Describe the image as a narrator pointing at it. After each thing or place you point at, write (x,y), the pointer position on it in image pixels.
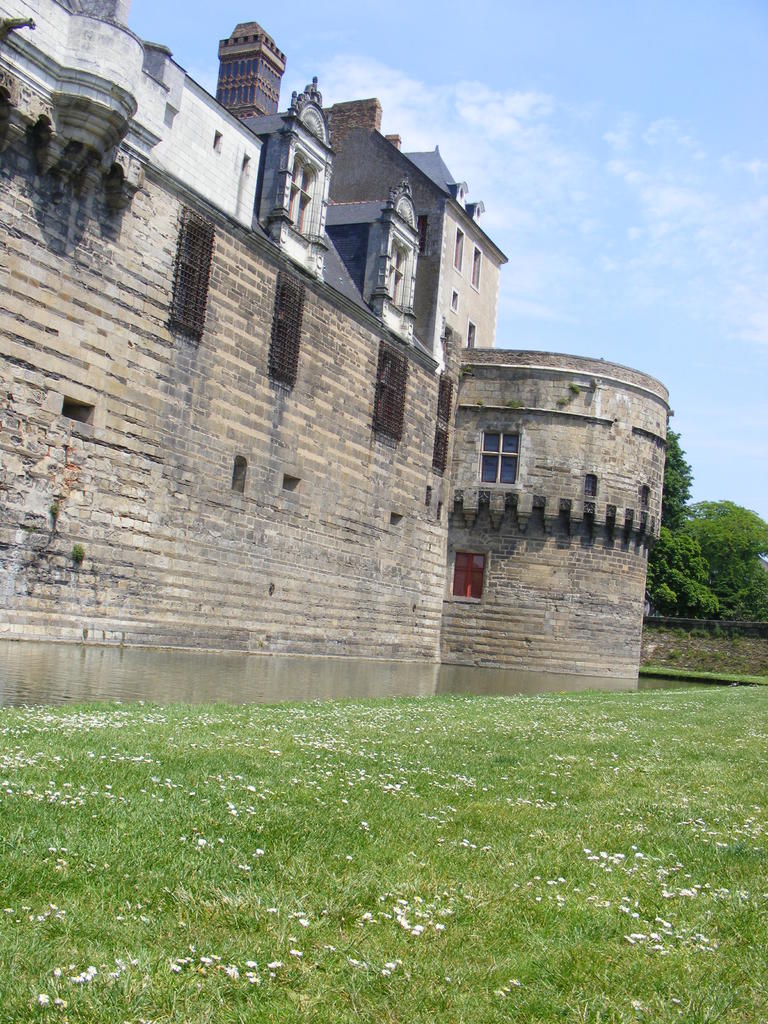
In this image we can see a building (303,387) with windows (424,242). On the ground (314,809) there is grass (349,874). Also there are flowers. In the back (671,592) there are trees (726,560). And there is sky (541,196) with clouds (495,126).
